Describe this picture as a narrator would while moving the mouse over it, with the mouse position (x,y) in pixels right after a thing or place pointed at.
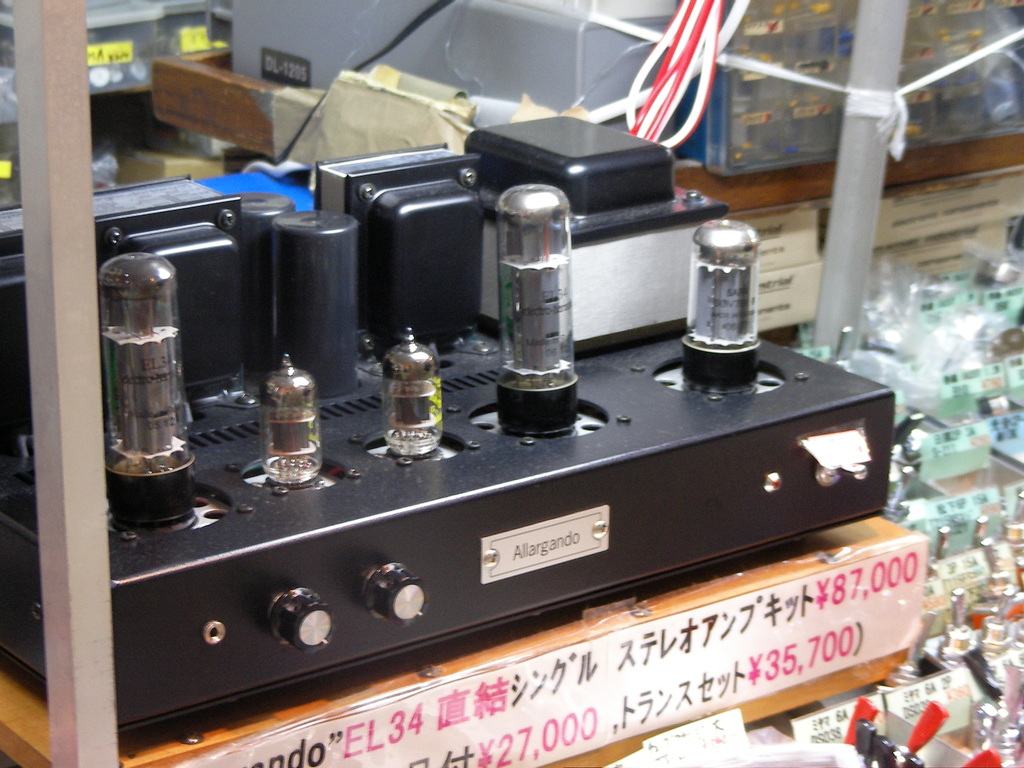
In this image I can see number of equipment (589,322) and on the bottom side of this image (704,645) I can see something is written. On the both side of this image I can see few poles (75,730) and on the top right side (686,59) I can see few white and red colour things (705,98).
